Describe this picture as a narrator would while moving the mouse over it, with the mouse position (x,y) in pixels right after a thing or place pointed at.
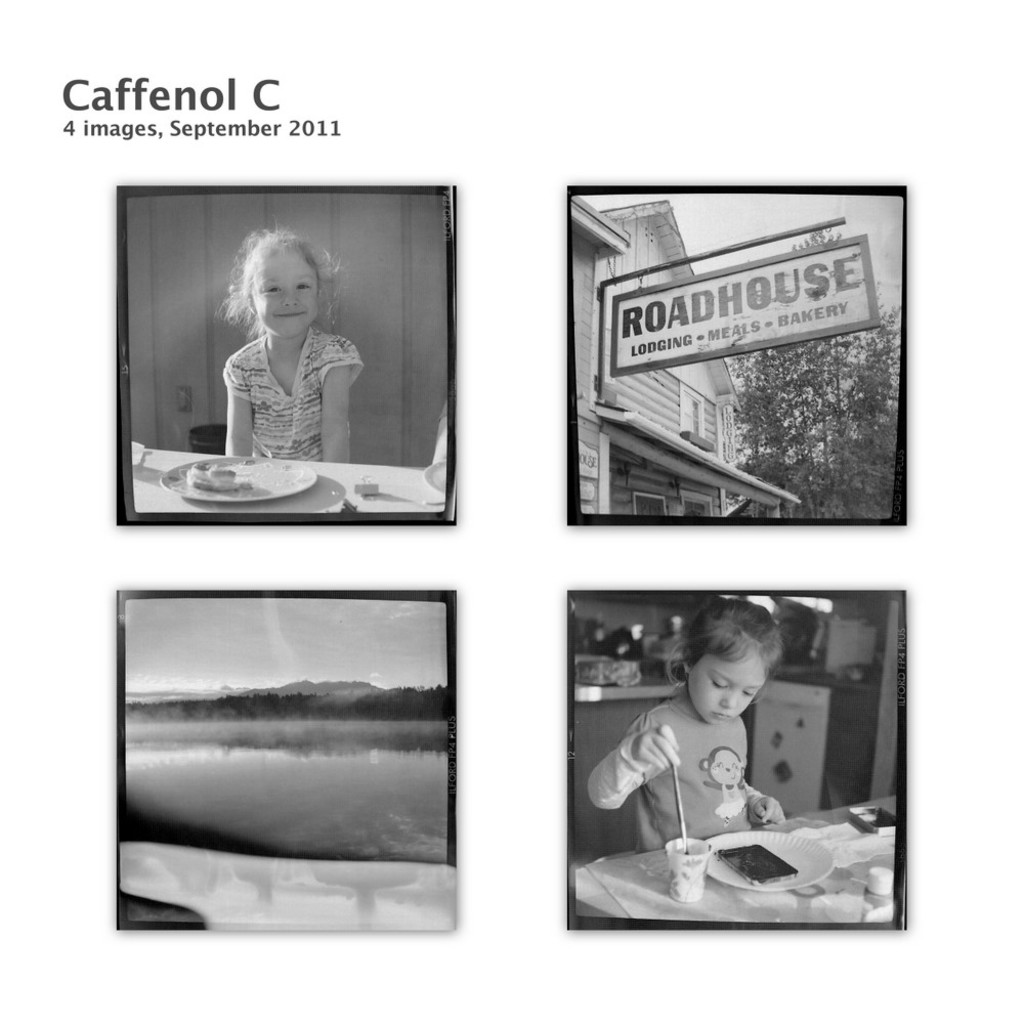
This is an edited image. There are four pictures (604,710) with two persons (341,439), trees (786,413), water (317,791), hill (312,685), board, house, plates (816,877), tables (789,895) and few objects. In the top left corner of the image (240,119), I can see the words (235,125) and numbers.
